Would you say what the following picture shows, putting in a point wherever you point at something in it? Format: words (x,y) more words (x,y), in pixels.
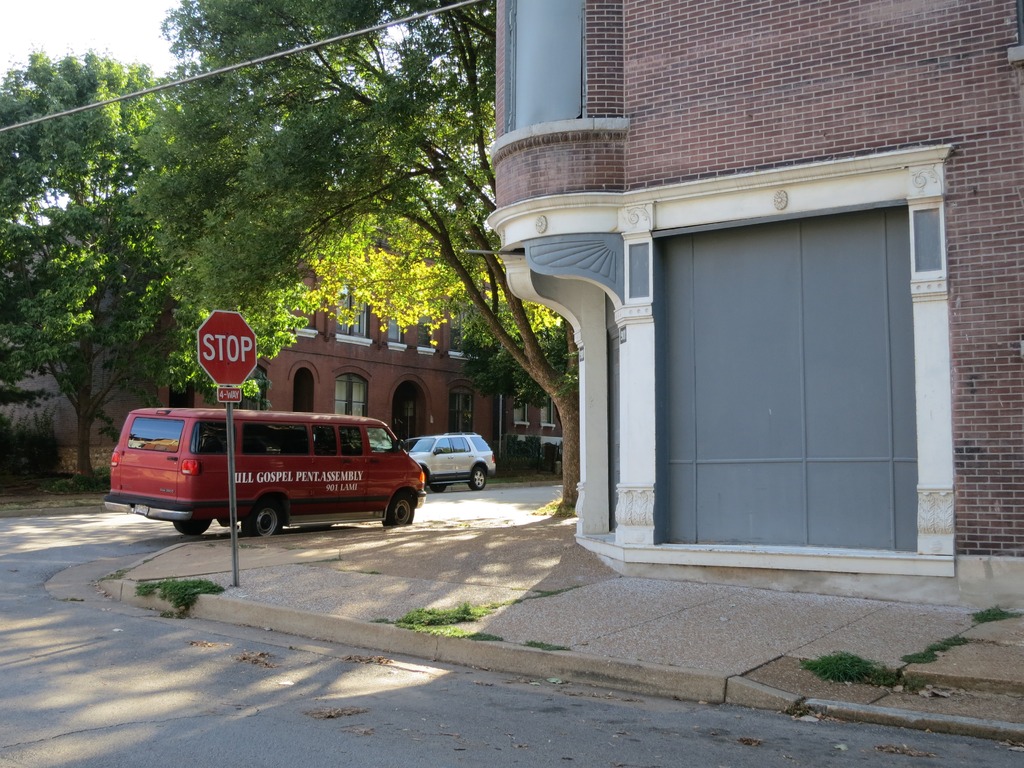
In this image we can see a building (351,367), there are windows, there are cars (255,414) travelling on the road (434,504), there is a sign board (245,366), there are many trees (264,205), there is sky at the top (147,20).
